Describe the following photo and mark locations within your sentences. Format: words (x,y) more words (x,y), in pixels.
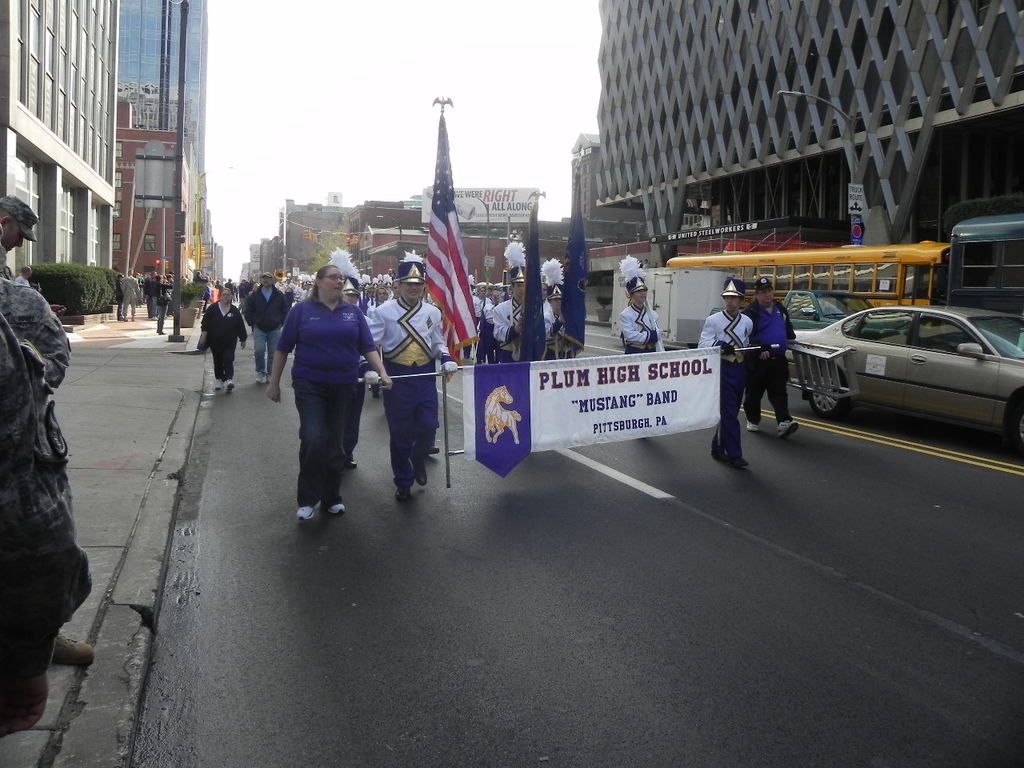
In the picture I can see these people (422,319) wearing white color dresses (382,310), hats (407,273) and shoes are holding banners (653,385) in their hands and walking on the road (603,559). Here we can see a few more people (312,298) walking on the road (475,561), we can see flags (535,299), vehicles (791,299) moving on the road (1022,462), people (62,618) walking on the sidewalk (165,383), we can see buildings (54,180) on either side of the image and the sky (469,186) in the background (478,170).
